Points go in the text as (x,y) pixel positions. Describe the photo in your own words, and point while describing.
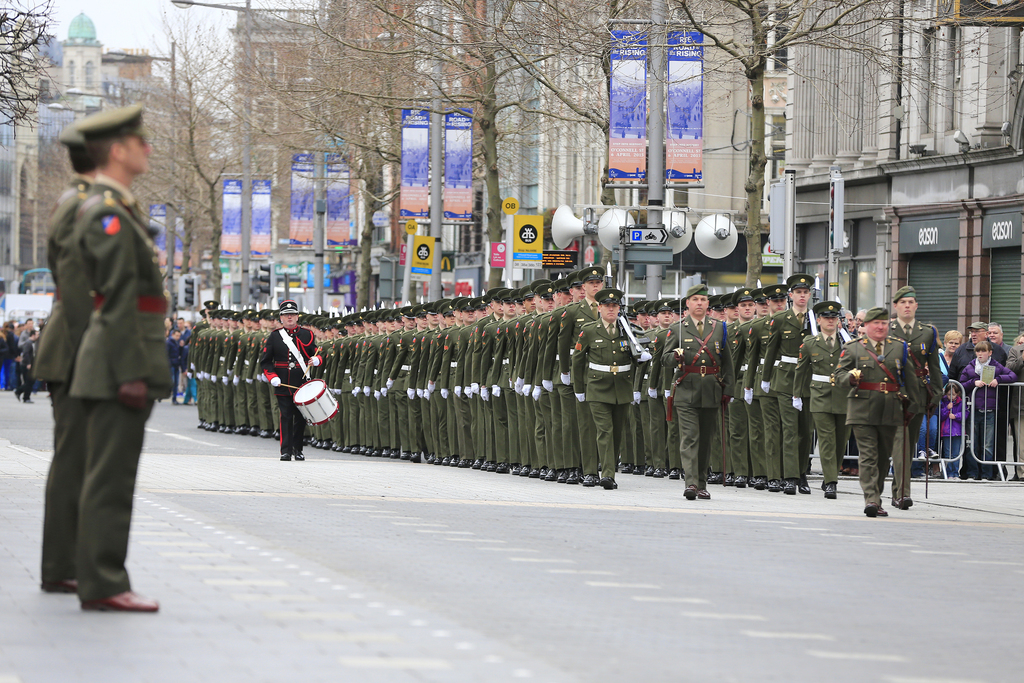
In this image we can see these people (418,374) wearing uniforms (691,348), caps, gloves (338,394) and shoes (648,468) are holding swords (842,309) and marching on the road (711,498), this person (284,364) wearing black uniform (275,356) is playing the drums (324,399). This part of the image is slightly blurred, where we can see these two persons (125,401) wearing uniforms (81,328) are standing on the road (38,511). In the background (471,93), we can see the speakers (699,220), poles (653,113), boards (631,71), buildings (1005,102), light poles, trees (304,86), traffic signals (191,286), people (15,327) standing here and the sky (89,9) in the background (207,69).
